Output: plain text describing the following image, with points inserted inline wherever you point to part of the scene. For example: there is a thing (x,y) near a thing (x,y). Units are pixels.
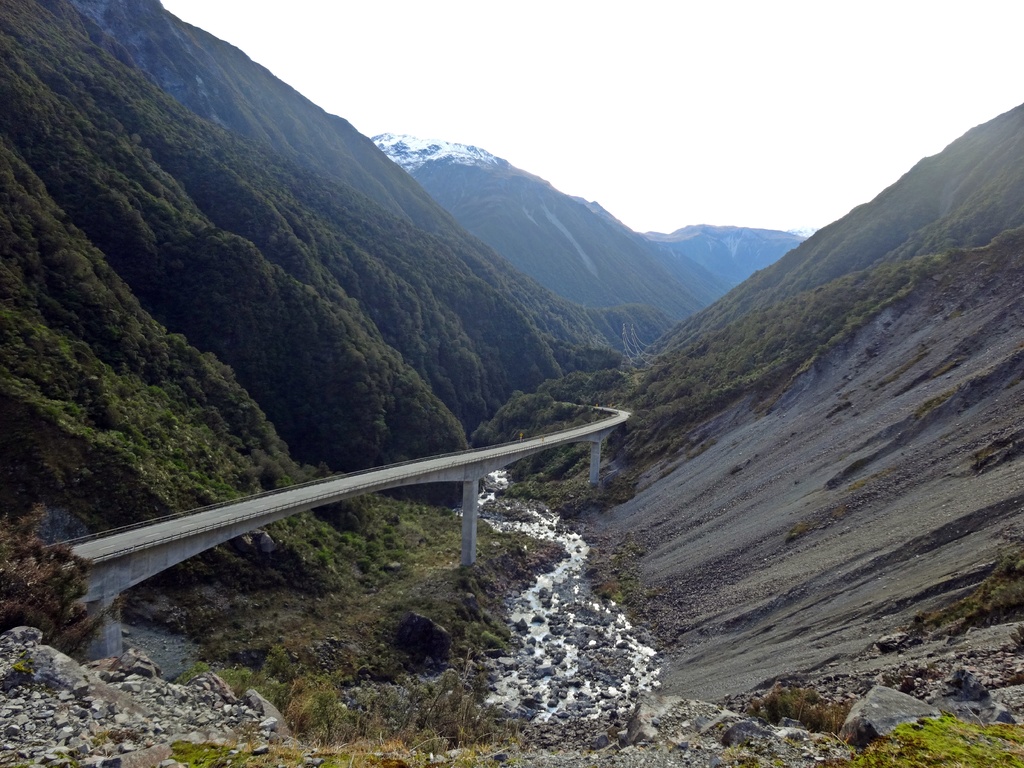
In this image we can see sky (563,139), hills (462,299), bridge (609,409), pillars (473,485), rocks (588,601), flowing water (568,659), plants (331,736) and grass (911,744).
